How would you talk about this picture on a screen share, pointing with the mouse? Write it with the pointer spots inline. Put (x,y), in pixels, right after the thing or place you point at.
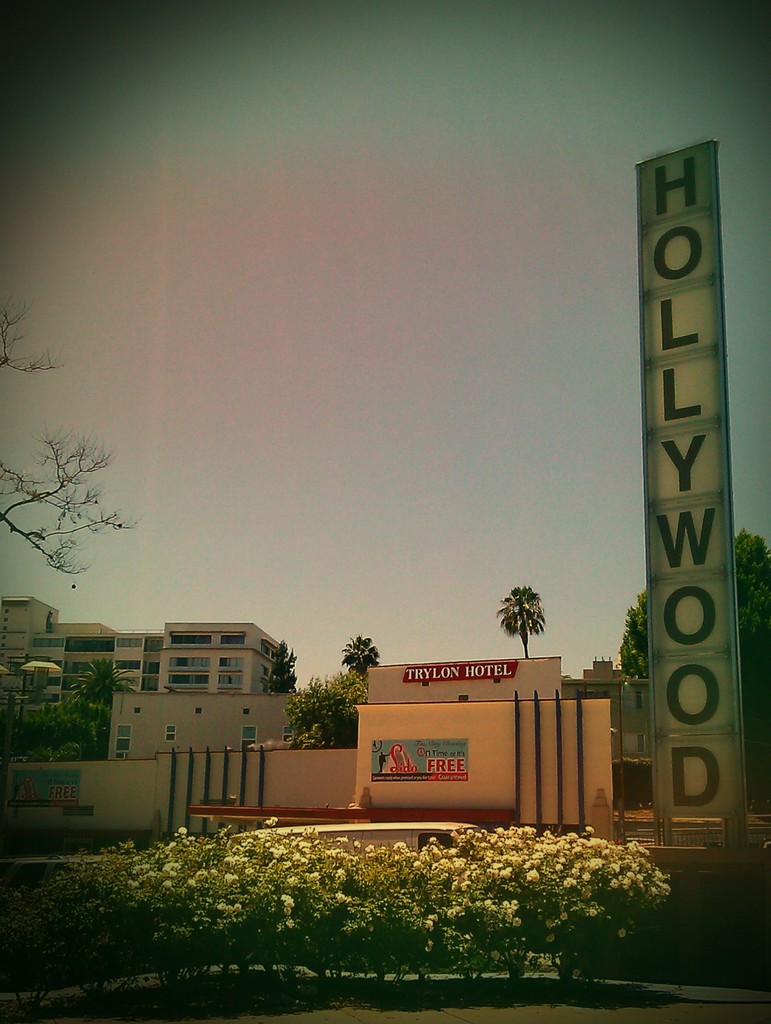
As we can see in the image there are plants (326,893), flowers (276,855), buildings (456,729), trees (339,721) and sky (284,247).
